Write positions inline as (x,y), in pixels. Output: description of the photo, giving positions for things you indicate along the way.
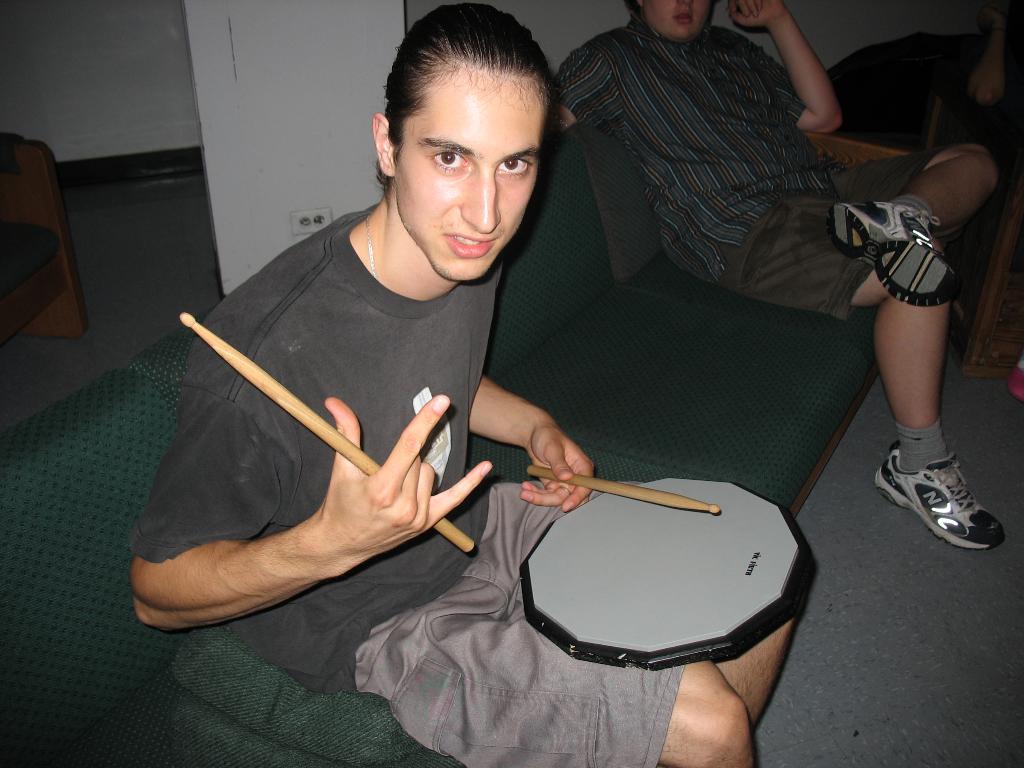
In this image there are people (851,245) sitting on a sofa (618,248) and a man (485,488) holding sticks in his hands (544,448) and a drum (615,532) on his lap (515,630), in the background (292,20) there is a pillar (243,14) and a wall (69,65).
